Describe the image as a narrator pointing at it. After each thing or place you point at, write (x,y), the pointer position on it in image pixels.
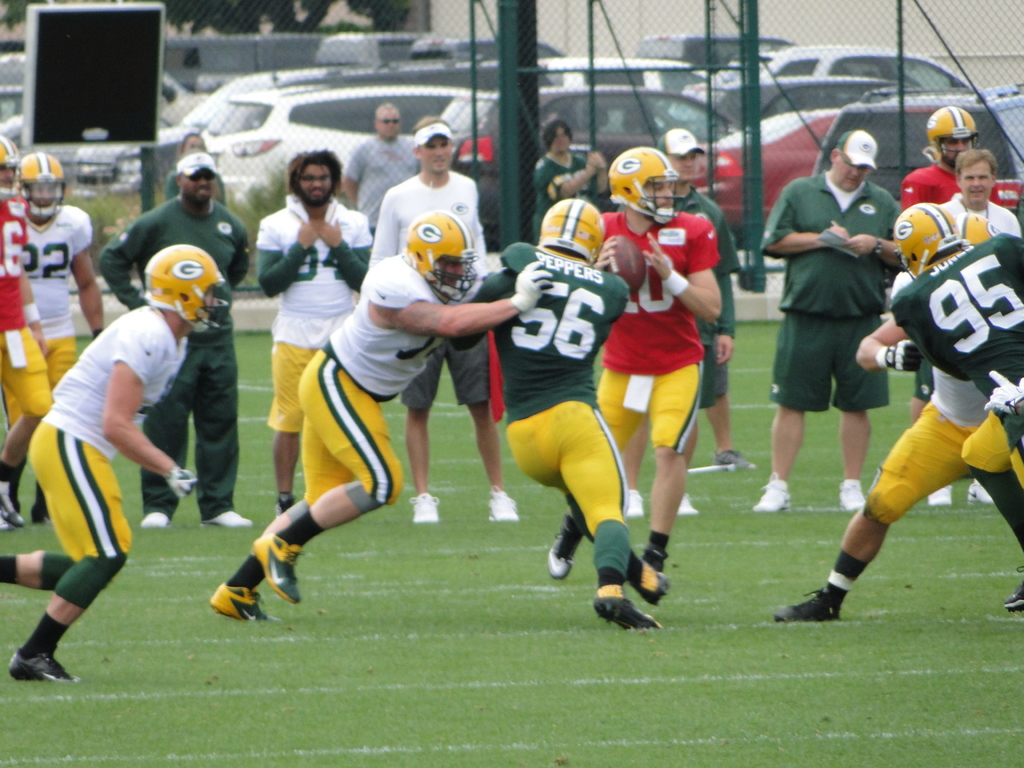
In the image there are few men (63,479) in yellow and white dress (138,355) and some men (573,433) in green dress (566,277) playing American football on the grass field (53,736) and behind there are few men (245,230) standing and clapping in front of the fence (471,135), over the background (286,102) there are cars (317,96) behind the fence (599,39).
